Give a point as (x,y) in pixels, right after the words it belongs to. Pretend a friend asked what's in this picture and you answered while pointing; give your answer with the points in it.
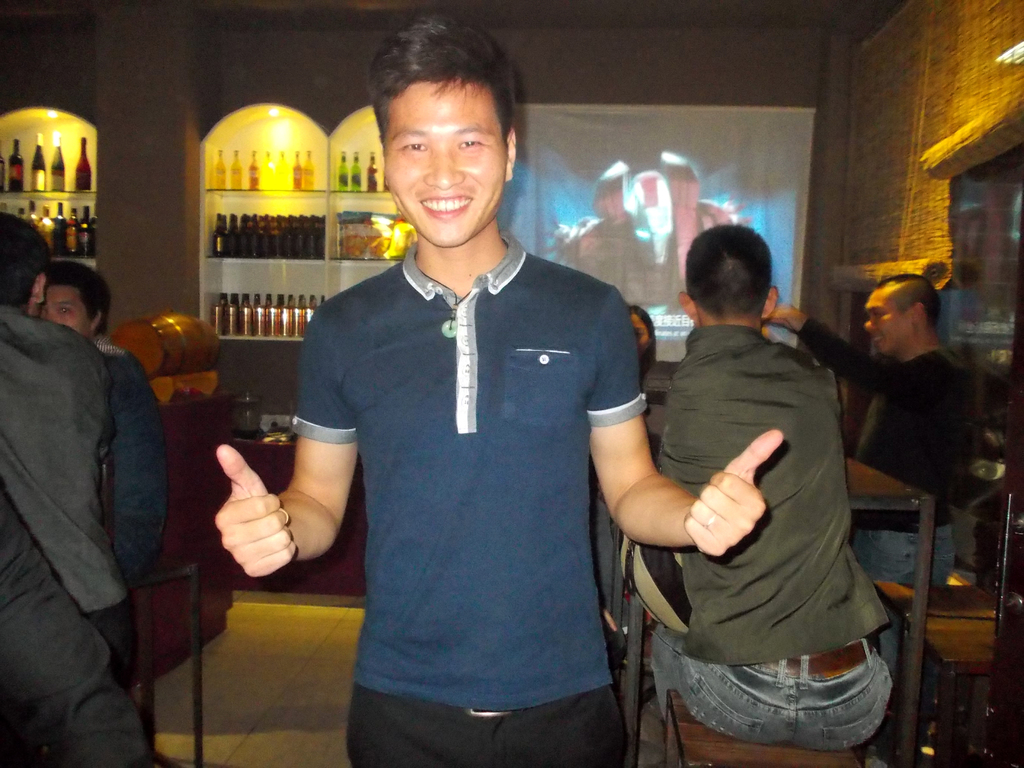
In this image there is a man (435,466) standing, behind him there are people (18,325) sitting the table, also there are so many bottles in the shelf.
